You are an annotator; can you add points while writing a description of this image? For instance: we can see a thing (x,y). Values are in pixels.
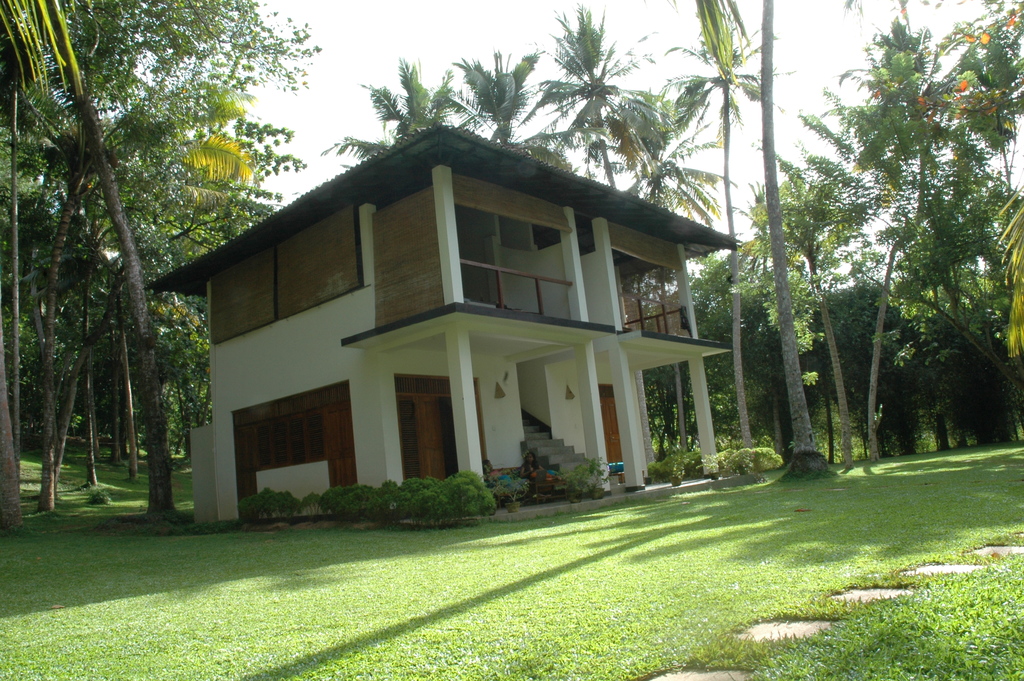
In this image I can see grass (524,574), stairs (531,422), a white colour building (490,358), shadows (145,496) and number of trees (362,145).
